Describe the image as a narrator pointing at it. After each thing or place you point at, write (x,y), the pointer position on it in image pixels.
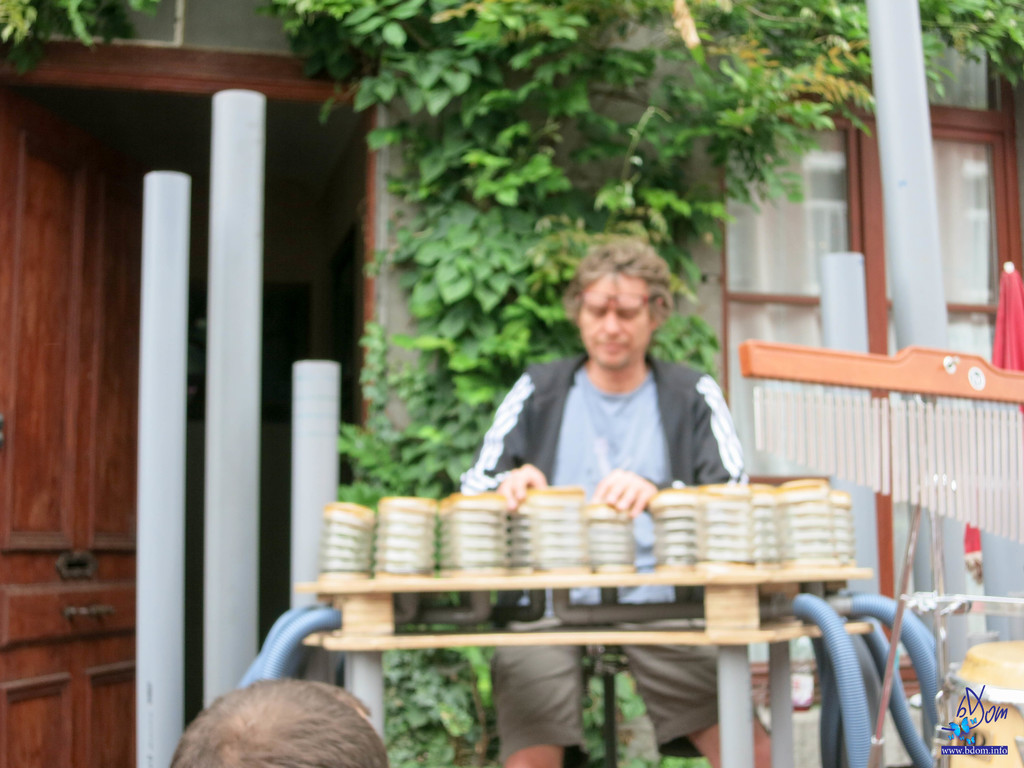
In this picture there is a person (644,659) who is sitting in front of the wooden table (585,638) on the chair (624,647), his fixing some containers (343,542) with his hands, there is a door (108,648) at the left side of the image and they are plastic rods (246,437) at the left side of the image (231,507), there is a tree (359,31) behind the man (663,661).
